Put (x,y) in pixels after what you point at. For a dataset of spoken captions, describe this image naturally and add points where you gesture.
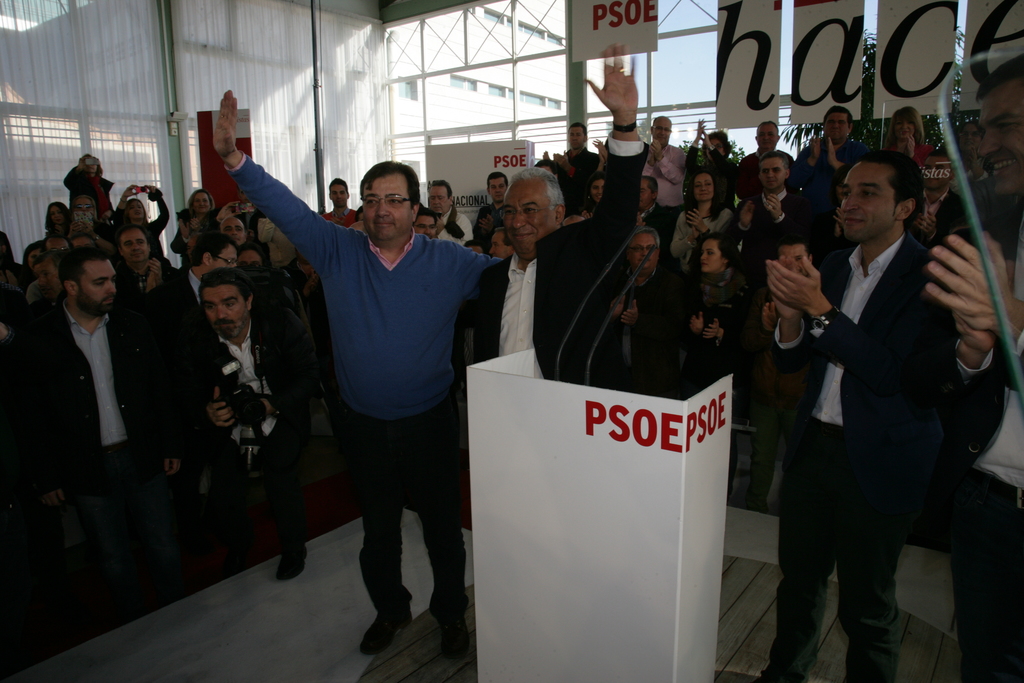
In the center of the image (602,419) there is a podium (634,436). There are two people (396,267) standing and raising their hands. In the background of the image (503,250) there are people (218,403), boards (763,15) with some text (850,51) and rods (472,67). To the left side of the image (69,96) there is wall (118,91). At the bottom of the image (307,661) there is floor (180,645).
